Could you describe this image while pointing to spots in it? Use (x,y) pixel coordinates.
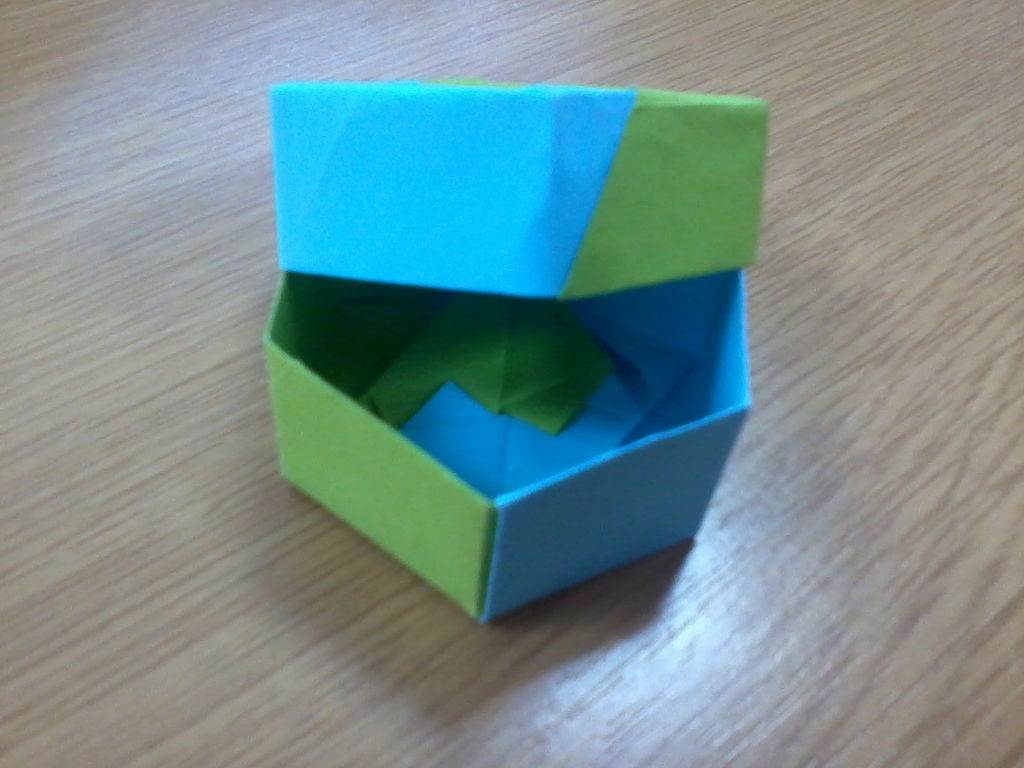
This is the box (725,359), which is placed on the wooden floor (748,572). I think this box (478,471) is made of craft papers (408,406), which are of blue and green in color.
